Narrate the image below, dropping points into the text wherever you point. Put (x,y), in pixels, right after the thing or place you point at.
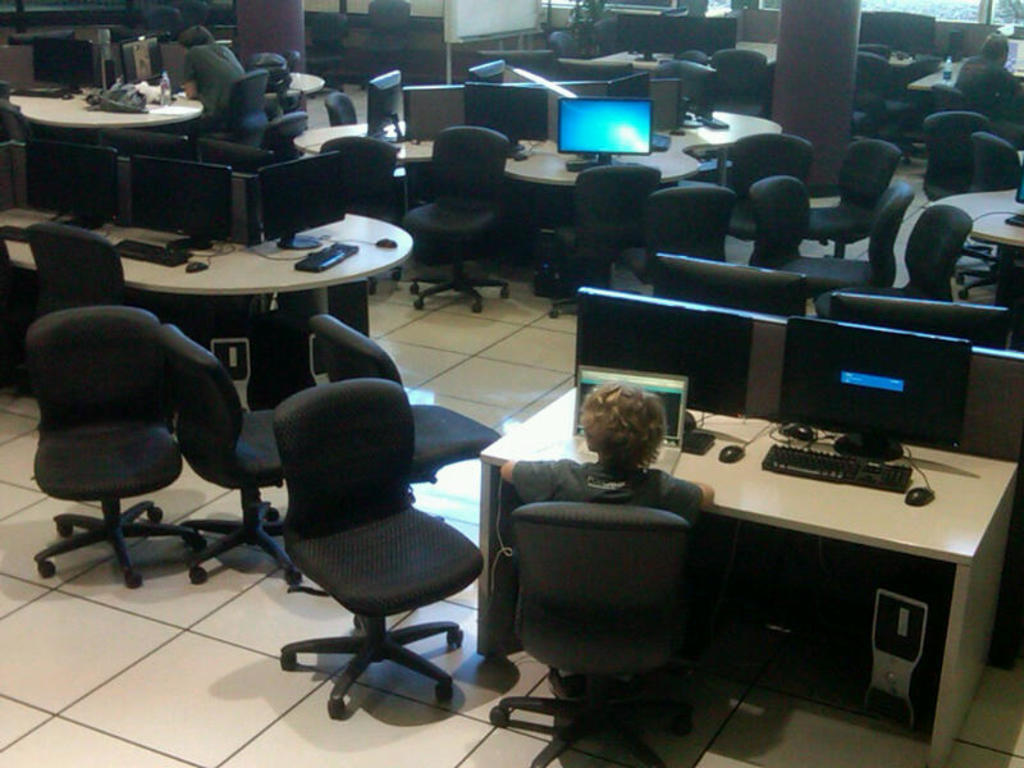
On the top left (194,45), a person (194,45) is sitting on the chair (246,115) in front of the table (169,122). At the bottom (577,615), a woman (588,466) is sitting on the chair (565,524) in front of the table (720,469) on which laptop (673,439), keyboard (780,460), systems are kept. On the top right (1018,116), a person (996,46) is sitting on the chair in front of the table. On both side there are chair (600,566) and tables (529,453) and systems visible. The pillars (286,38) are brown in color. It looks as if the image is taken inside a office (441,150).
